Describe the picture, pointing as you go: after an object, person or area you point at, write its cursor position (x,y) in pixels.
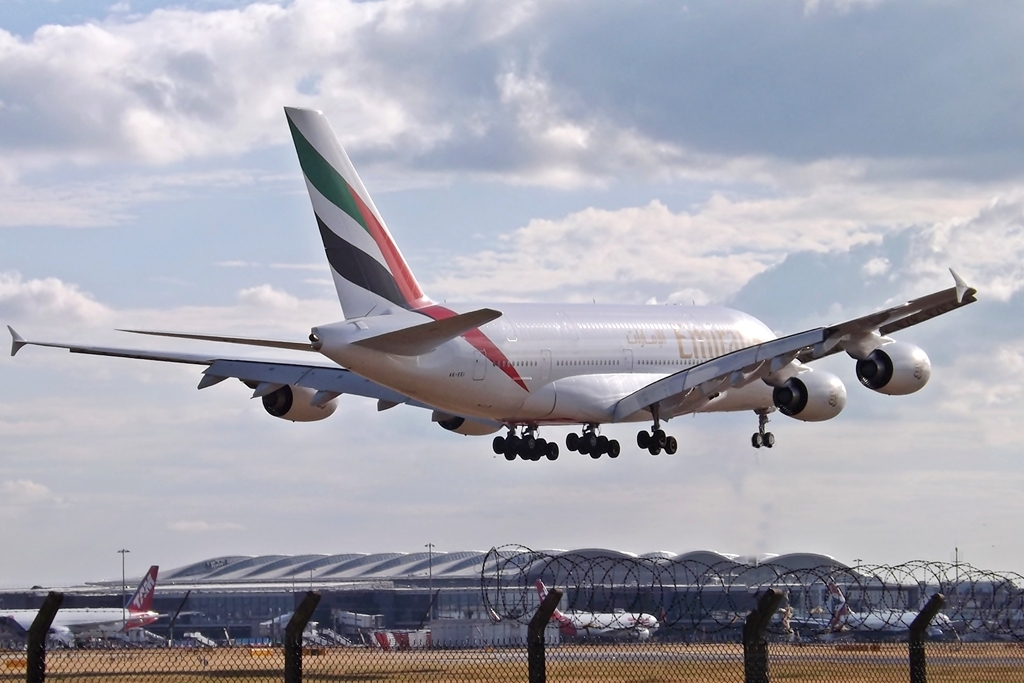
In the foreground of this image (591,354), there is a plane (410,362) in the air (623,454). On the bottom (626,677), there is a fencing (257,649). In the background (399,608), there is an airport (327,572), few planes (101,625) and poles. On the top (522,197), there is the sky (583,121) and the cloud (637,84).
